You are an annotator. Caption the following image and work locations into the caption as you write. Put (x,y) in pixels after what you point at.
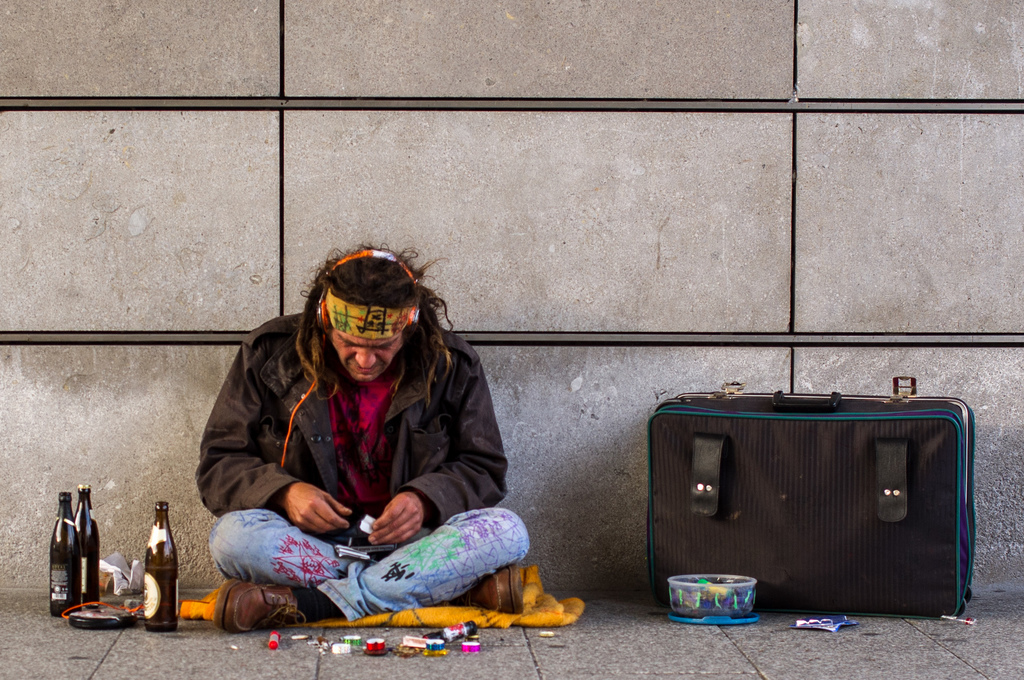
Here we can see one man (436,567) sitting on the floor (535,631) and we can see a blanket (477,621) here. Beside to him we can see bottles (161,578), papers (122,578), marker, colour tapes (382,651) and also a luggage suitcase (766,437) and a box (680,580).
